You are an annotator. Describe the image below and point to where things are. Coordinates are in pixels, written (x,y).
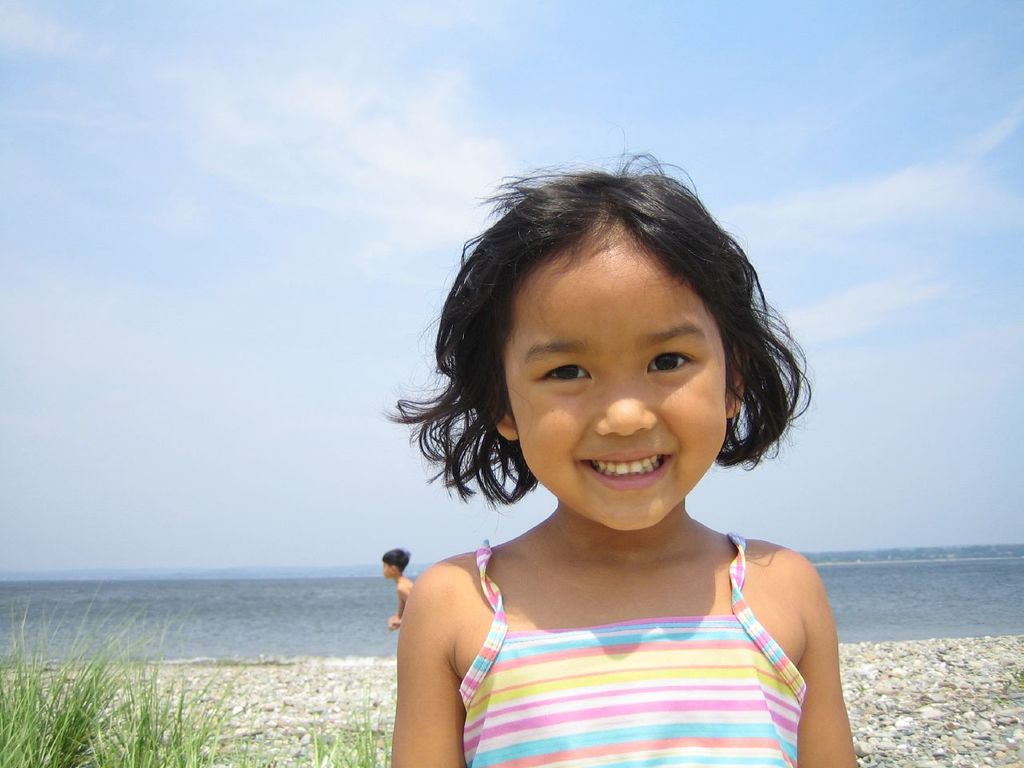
This picture is clicked outside. In the foreground (562,635) we can see a kid (637,565) wearing dress (645,643), smiling and seems to be standing. In the background (223,724) we can see the green grass (171,712), a person (385,573), water body (244,624) and the sky (200,296) and some other objects (972,673).
